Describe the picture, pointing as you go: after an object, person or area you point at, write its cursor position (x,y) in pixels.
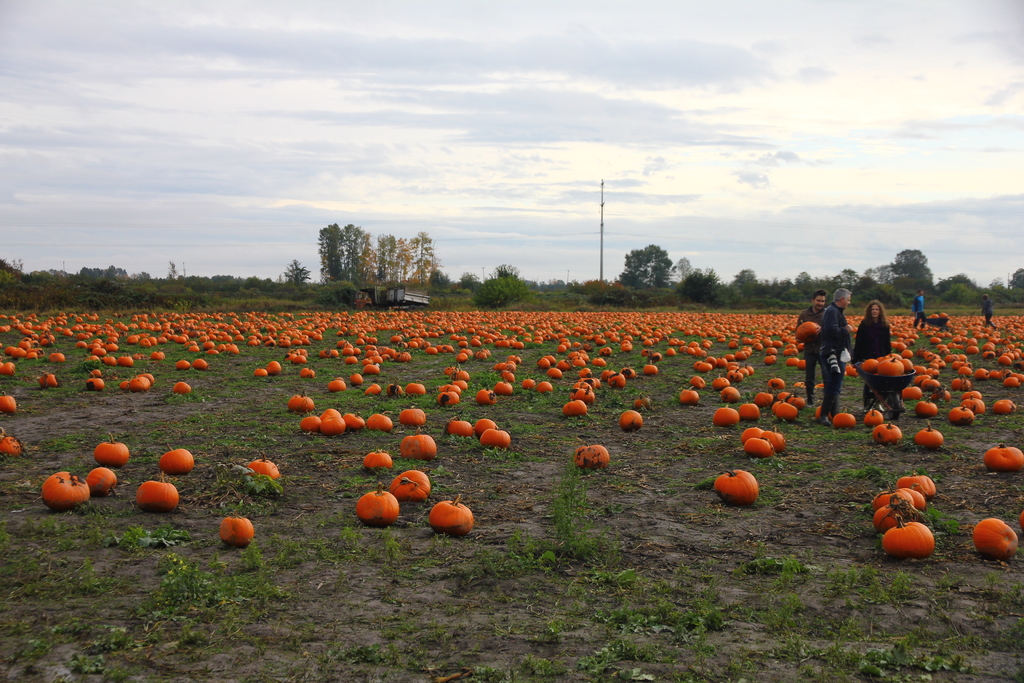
As we can see in the image there are pumpkins (788,340), few people (823,362), pole (603,185) and in the background (619,282) there are trees (645,286). At the top (688,227) there is sky (479,80) and clouds (336,92).
